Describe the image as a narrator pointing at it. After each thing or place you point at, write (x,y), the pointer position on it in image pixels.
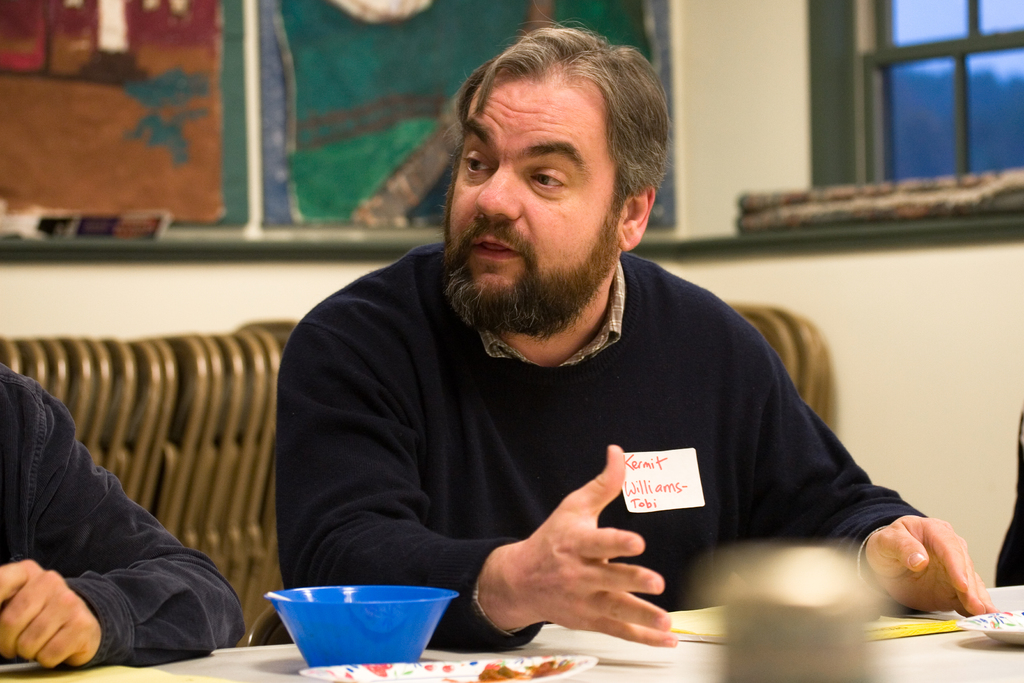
In this picture there is a man (575,460) sitting on the chair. There is a bowl (390,629), plate (463,663) and book (713,636). There is also another person (119,546).
